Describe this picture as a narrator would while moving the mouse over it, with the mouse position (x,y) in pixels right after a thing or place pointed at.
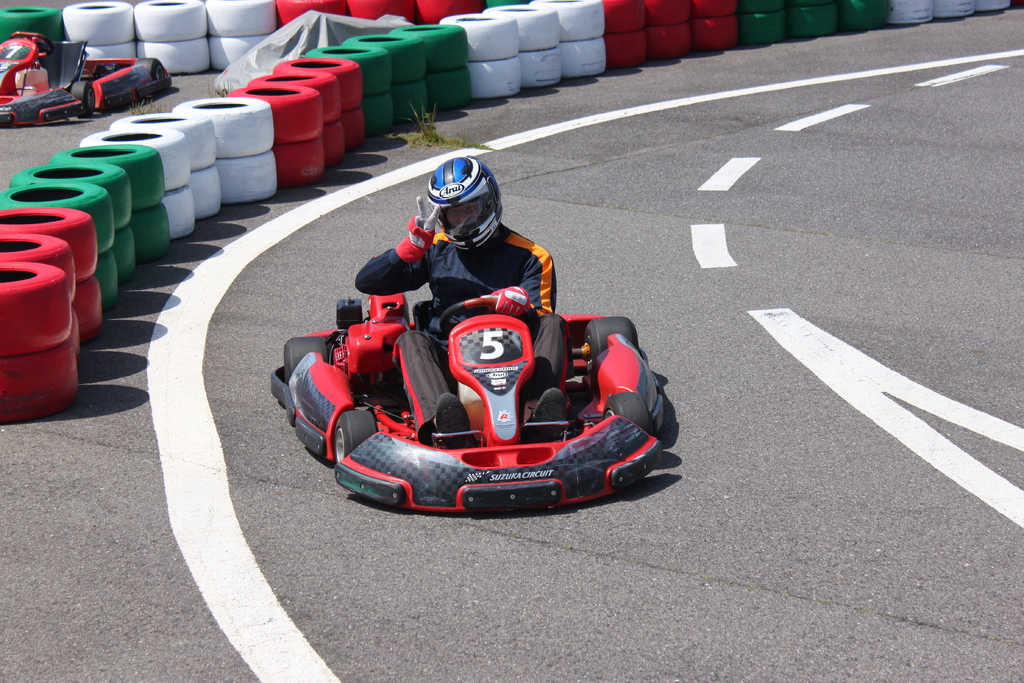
In the foreground of this image (613,340), there is a man (538,384) on go kart (502,415) on the road (786,373). In the background (575,10), there are painted tires (256,139), a go kart (84,57) and a cover (273,47).
